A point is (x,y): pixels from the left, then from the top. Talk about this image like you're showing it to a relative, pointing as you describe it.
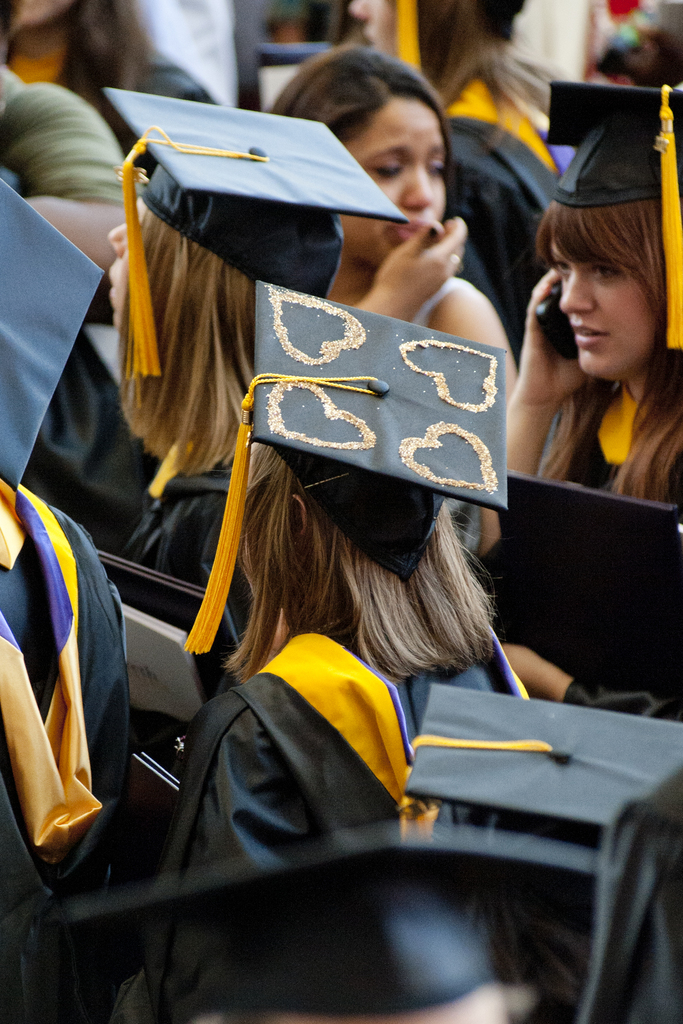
In this image I can see number of persons (313,747) wearing black and yellow colored dresses (354,767) and holding few objects (579,558). I can see the blurry background.
